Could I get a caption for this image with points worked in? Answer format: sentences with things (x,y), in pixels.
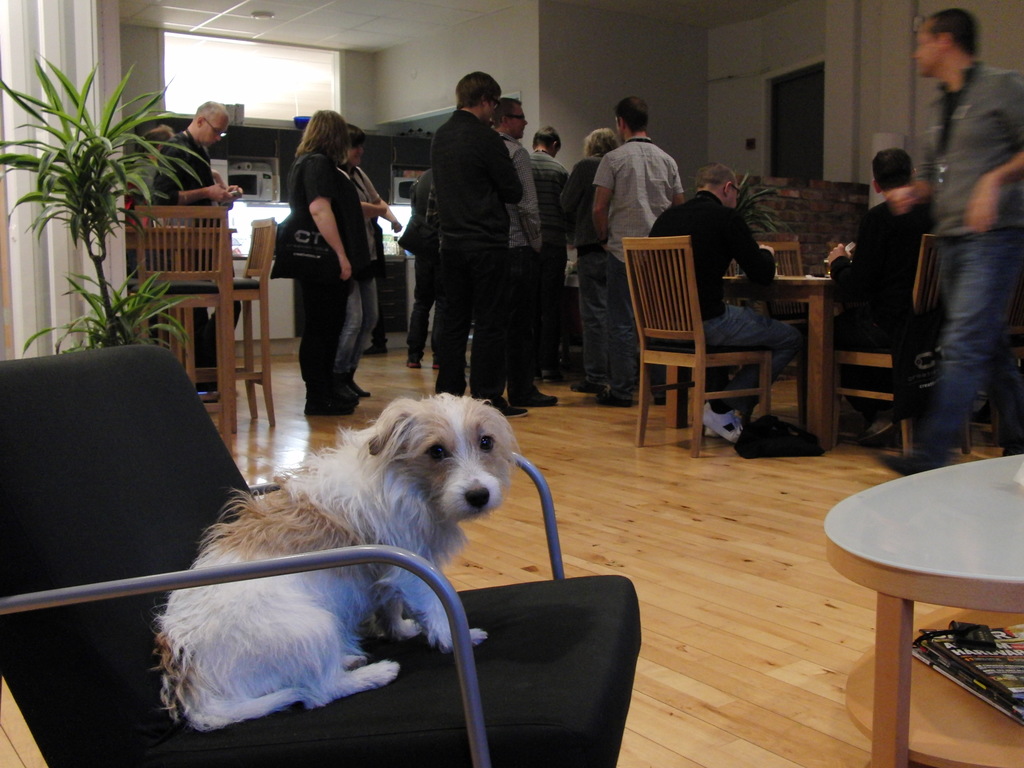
There is a room (556,419). There is a group of people (621,235). They are standing and two persons (717,422) are sitting on a chairs (682,331). There is a chair (455,594). There is a dog (314,600) on a chair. We can see in background (132,82) curtain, window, wall (708,78) and flower plant (111,317).
